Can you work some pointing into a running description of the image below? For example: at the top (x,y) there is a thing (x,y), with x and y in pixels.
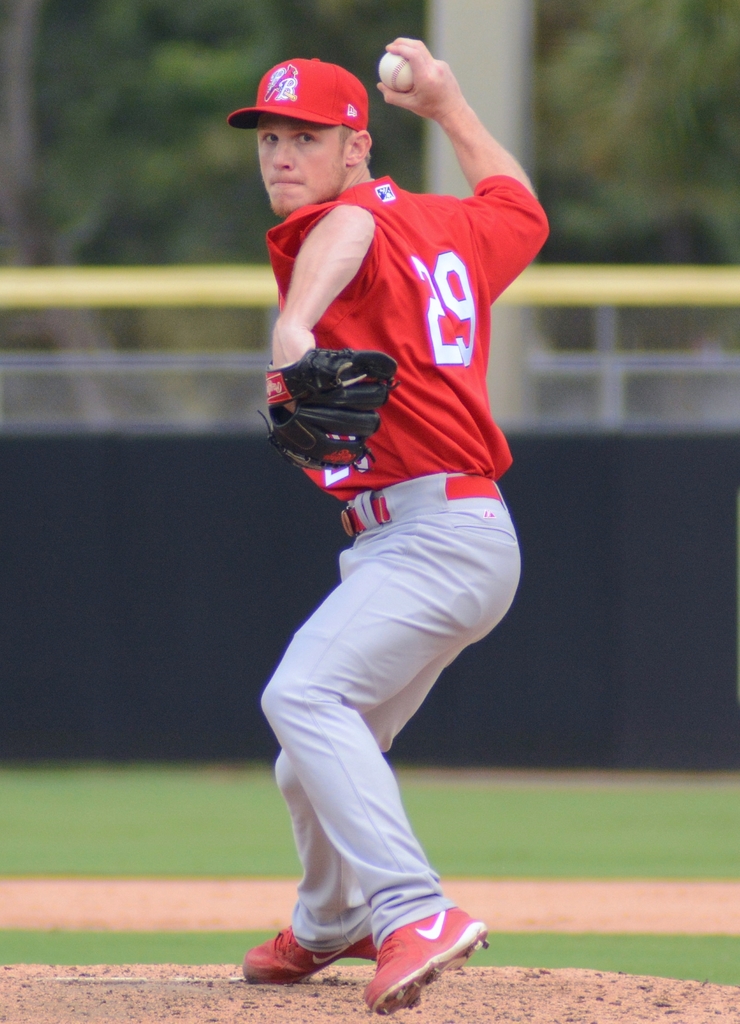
In this image there is a man (358,270), he is wearing red color T-shirt (380,250), grey color pant (358,626), red color shoes (417,936) and red color cap (310,110) holding a ball (408,69) in his hand (436,88) and in the background (615,135) it is blurred.
